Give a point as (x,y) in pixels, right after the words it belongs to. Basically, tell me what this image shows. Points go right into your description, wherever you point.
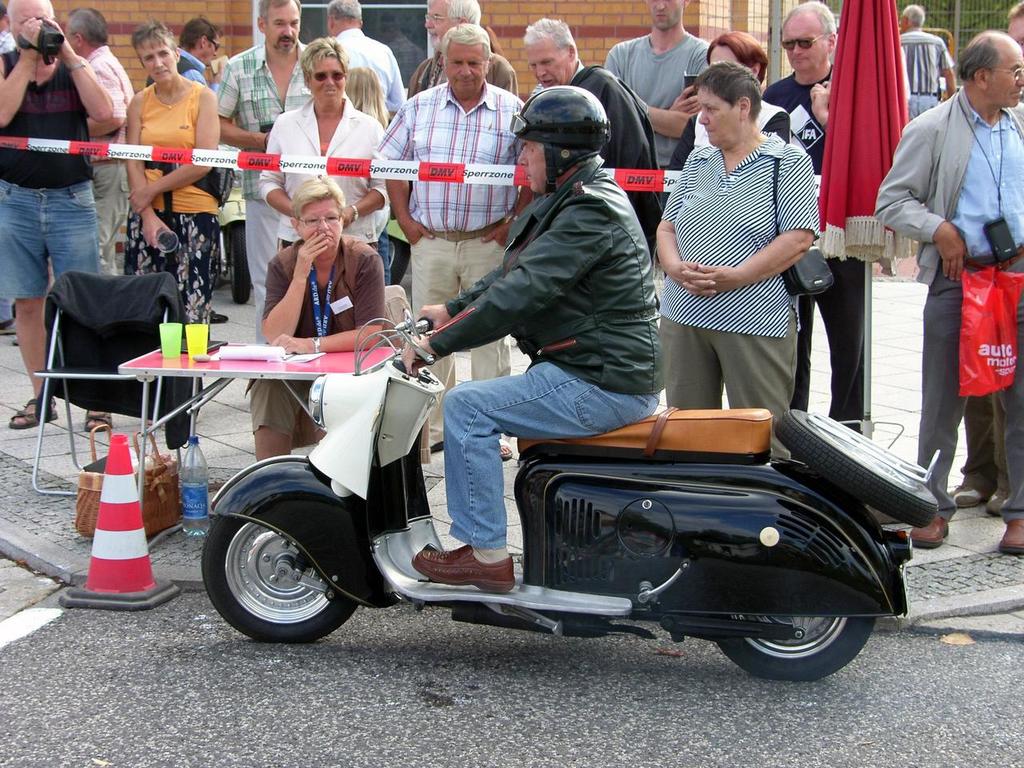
This picture shows a man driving a scooter (378,417) and he wore a helmet (537,127) on his head (523,123) and a black coat (565,347) and we see people (953,276) standing and a woman (301,243) seated on the chair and we see a table (211,351) with glasses (162,343) and few papers (284,360) and we see a bag (151,479) and a water bottle (203,477) and cone (147,574) on the ground (54,765). We see a coat (65,292) on the another chair (150,340) and we see a man (25,54) holding a video camera (47,54) in his hand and recording and we see a building (166,4) and a woman (730,159) wore a handbag (781,180).
